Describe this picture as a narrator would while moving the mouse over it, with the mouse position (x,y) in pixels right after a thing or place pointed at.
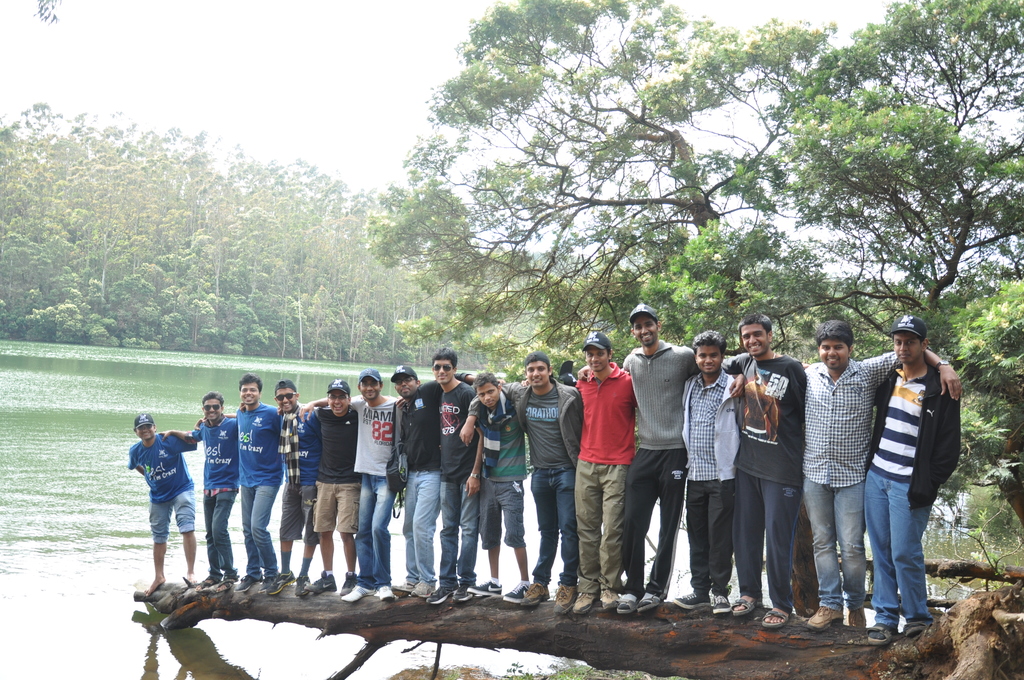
In this image I can see the group of people (577,536) standing on the trunk (485,620) of the tree (488,622). These people (628,521) are wearing the different color dresses (645,526) and few people (371,558) with the caps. To the left (241,500) I can see the water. In the background (328,317) I can see many trees (368,198) and the sky (309,103).
